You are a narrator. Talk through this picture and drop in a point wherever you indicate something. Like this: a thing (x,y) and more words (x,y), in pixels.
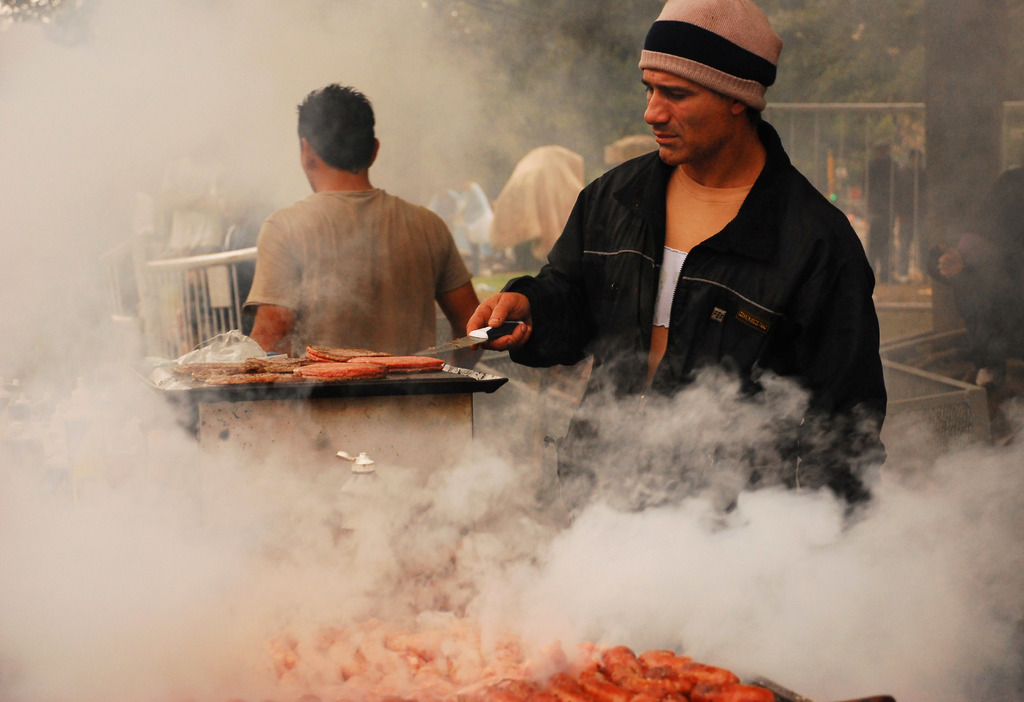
In the image we can see two men (470,300) wearing clothes (581,314) and the right side man (738,342) is wearing cap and he is holding a knife (471,345) in his hand (492,346). Here we can see food items (303,373) and smoke (199,591) everywhere. Behind this man (715,250) we can see there are people (985,258) and the people (967,245) are wearing clothes (970,268). We can even see fence (805,148) and trees (824,51).
